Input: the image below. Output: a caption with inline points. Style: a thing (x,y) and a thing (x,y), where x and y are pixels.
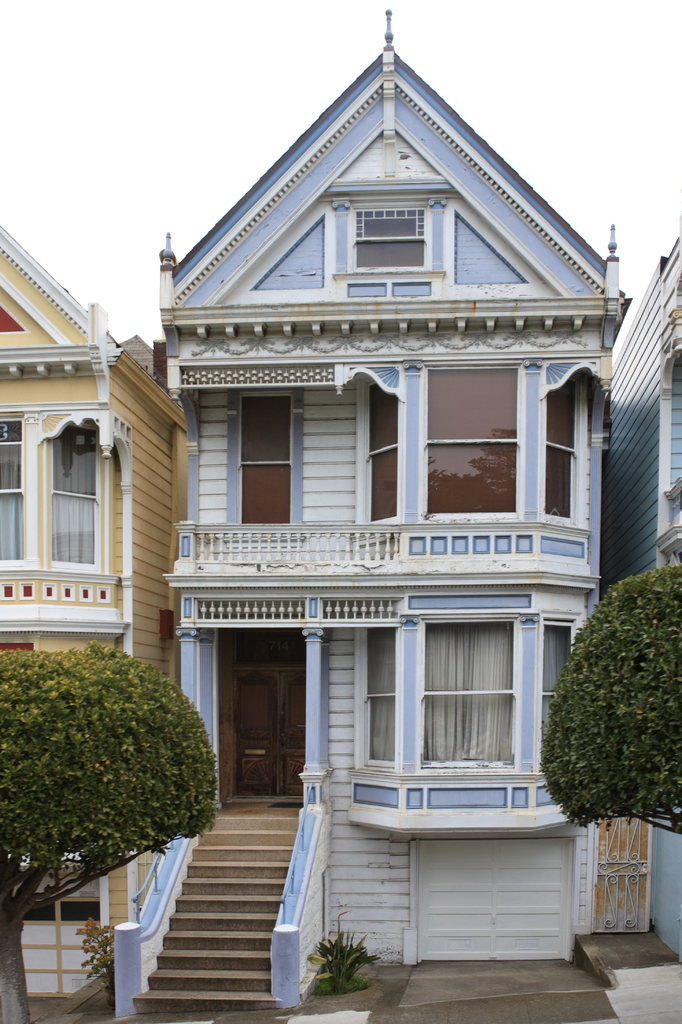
In this image we can see there are buildings (79,959) and stairs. And there are plants (347,968), trees (101,736) and the sky (175,129).
